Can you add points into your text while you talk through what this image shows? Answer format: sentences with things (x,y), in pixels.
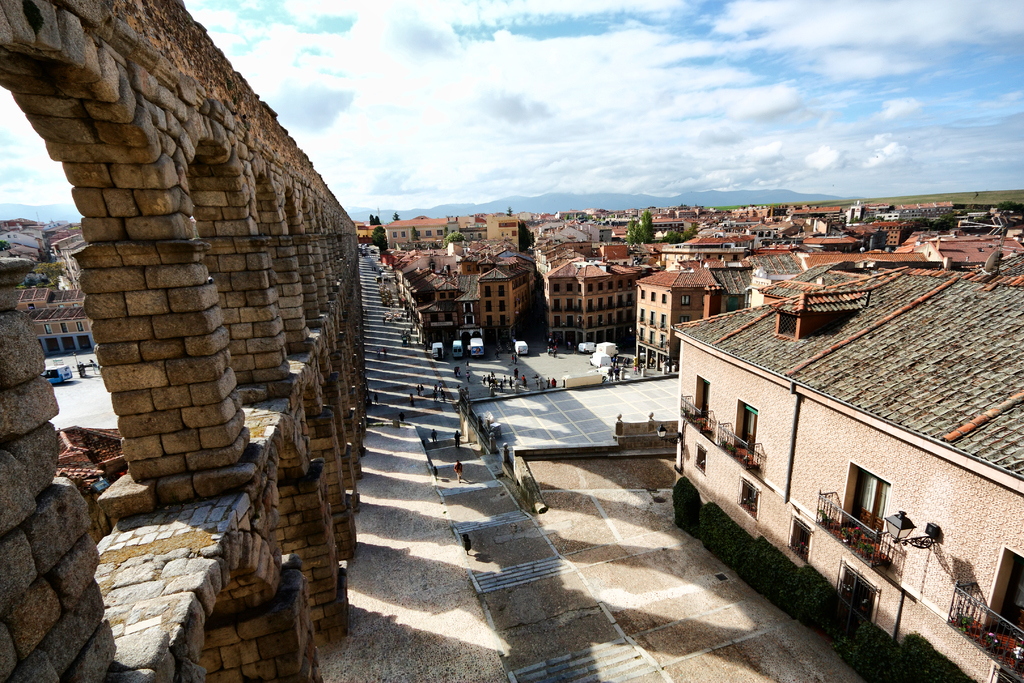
In the foreground of this image (870,283), there are building (572,277), trees (647,231), people (490,382) on the ground (474,383), the sky (707,101) and the cloud (646,124). On the left side of the image (147,343), there is a wall (141,322).
